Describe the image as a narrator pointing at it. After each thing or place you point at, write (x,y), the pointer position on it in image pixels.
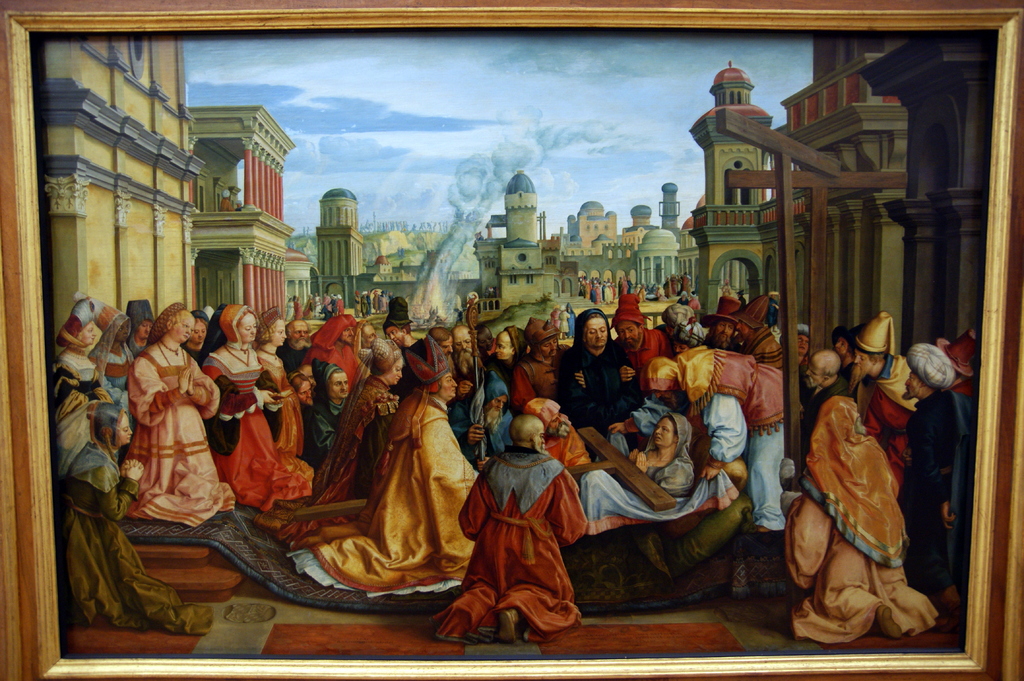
This image consists of a picture frame (767,588). In this image there are many people (630,500) sitting on the floor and a few are standing. At the top of the image (401,95) there is the sky (499,138) with clouds (520,167). In the background (245,228) there are many buildings (626,258) with walls (626,258), windows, pillars (703,278), doors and roofs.
